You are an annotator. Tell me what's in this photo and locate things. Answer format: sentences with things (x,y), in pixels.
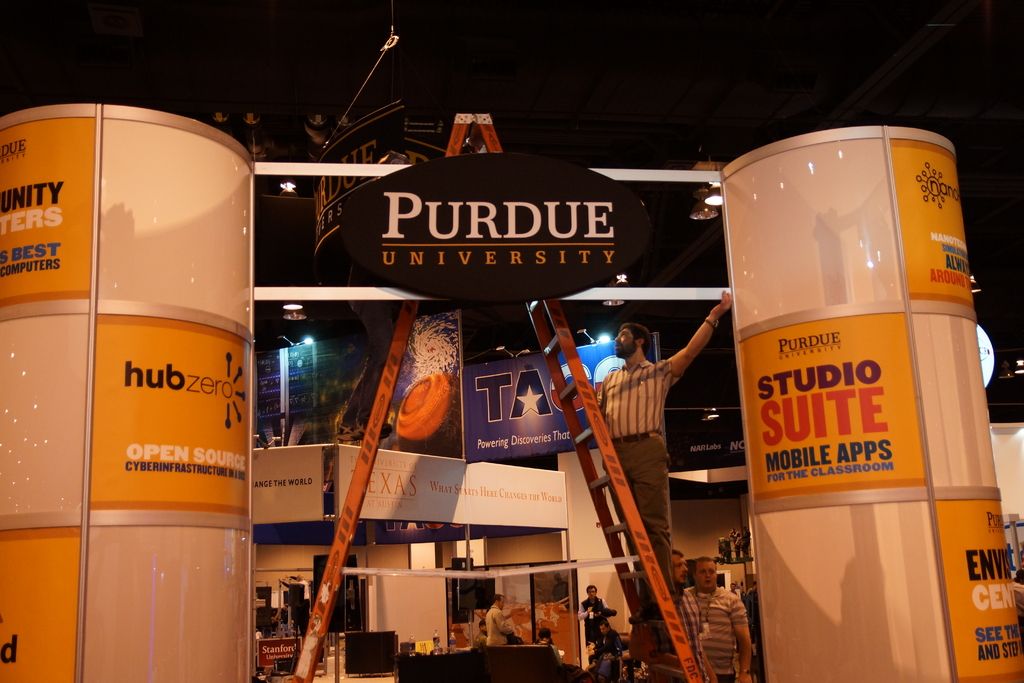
In this image we can see a few people (623,432), one of them is climbing on the ladder (553,321), there are light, boards (526,499) with text (494,394) on them, also we can see two cylindrical objects (39,238) with text (53,198) on them.
